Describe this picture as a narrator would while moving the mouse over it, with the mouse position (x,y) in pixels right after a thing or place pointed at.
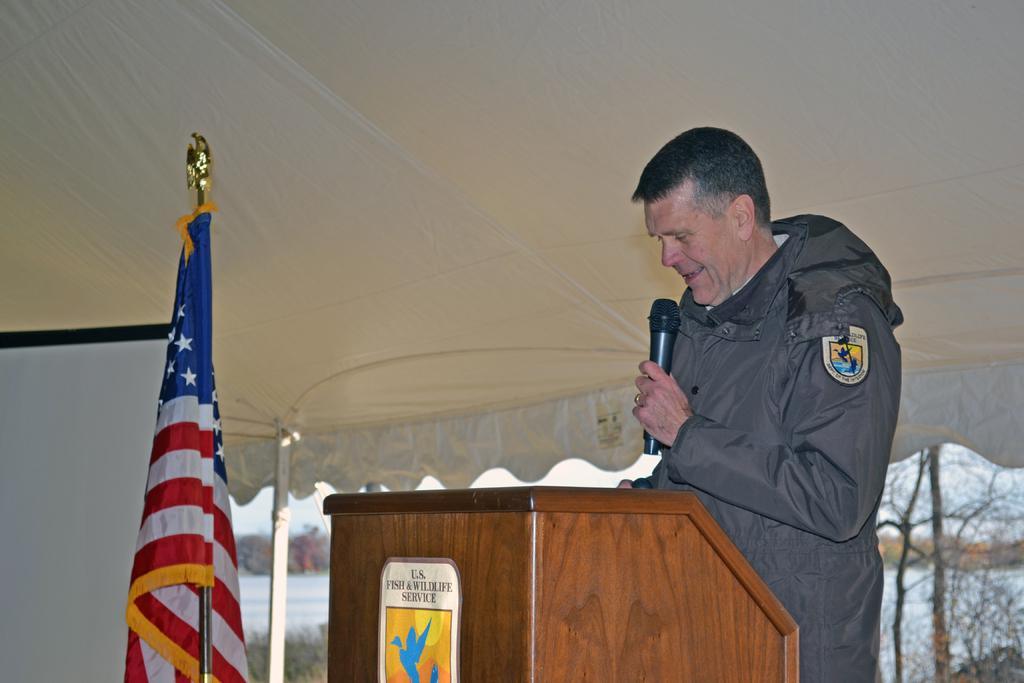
In this image we can a person (782,410) is standing near a podium (489,562). A man (761,384) is holding a microphone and speaking into it. There are many trees (956,603) and plants (296,672) in the image. There is a tent (278,665), a lake (920,640) and projector screen (81,531) in the image. There is some text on the podium (431,627).
